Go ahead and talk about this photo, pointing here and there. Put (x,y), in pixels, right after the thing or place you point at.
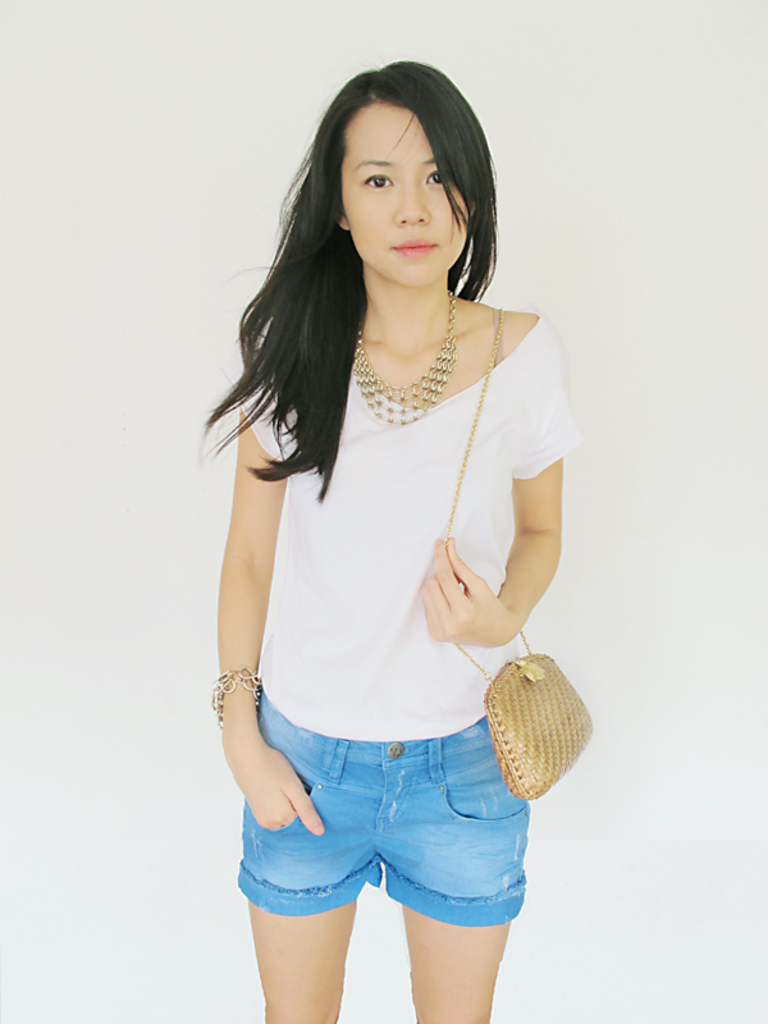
In this image I can see the person (371,528) standing and the person (381,634) is wearing white and blue color dress (408,671) and cream color bag (539,712) and I can see the white color background (638,690).
